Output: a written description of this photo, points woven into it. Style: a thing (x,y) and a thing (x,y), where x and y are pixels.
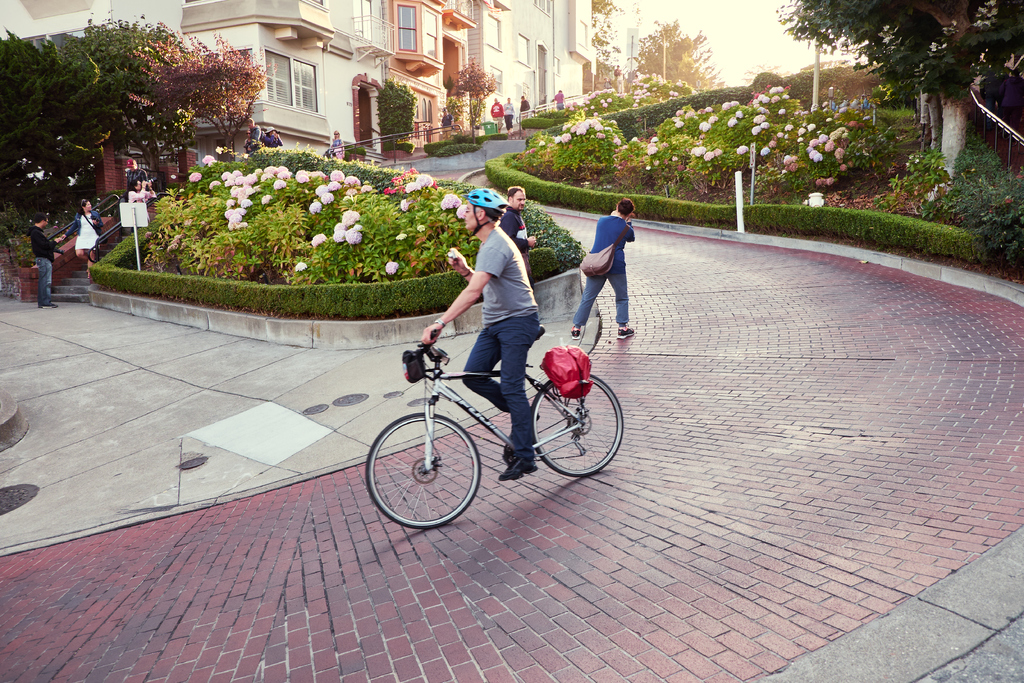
The image is outside of the city (517,580). In the image there is a man (504,339) sitting on bicycle (427,473) and riding it and we can also see two people (512,231) are walking on right side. on left side (130,185) few people (45,238) are walking and standing in background (170,273) we can see few buildings (310,66), trees (654,67), plants (256,251) with some flowers (305,266) on top (762,26) there is a sky (751,20).
